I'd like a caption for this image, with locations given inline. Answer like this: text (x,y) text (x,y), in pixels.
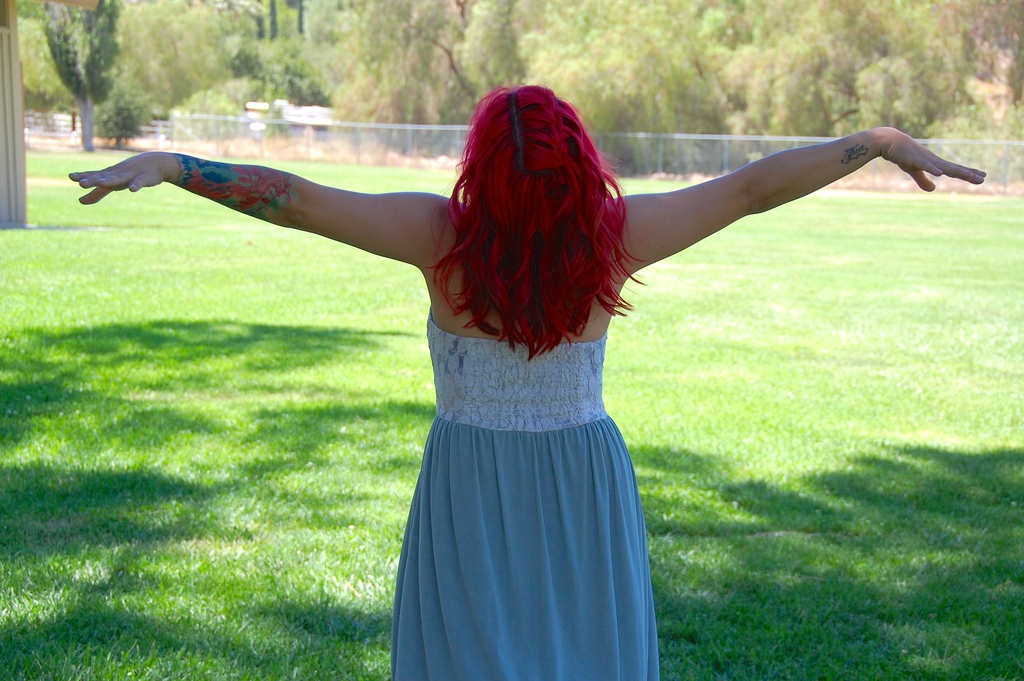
This person (482,456) standing and we can see grass (216,517). Background (948,6) we can see trees (287,79).
